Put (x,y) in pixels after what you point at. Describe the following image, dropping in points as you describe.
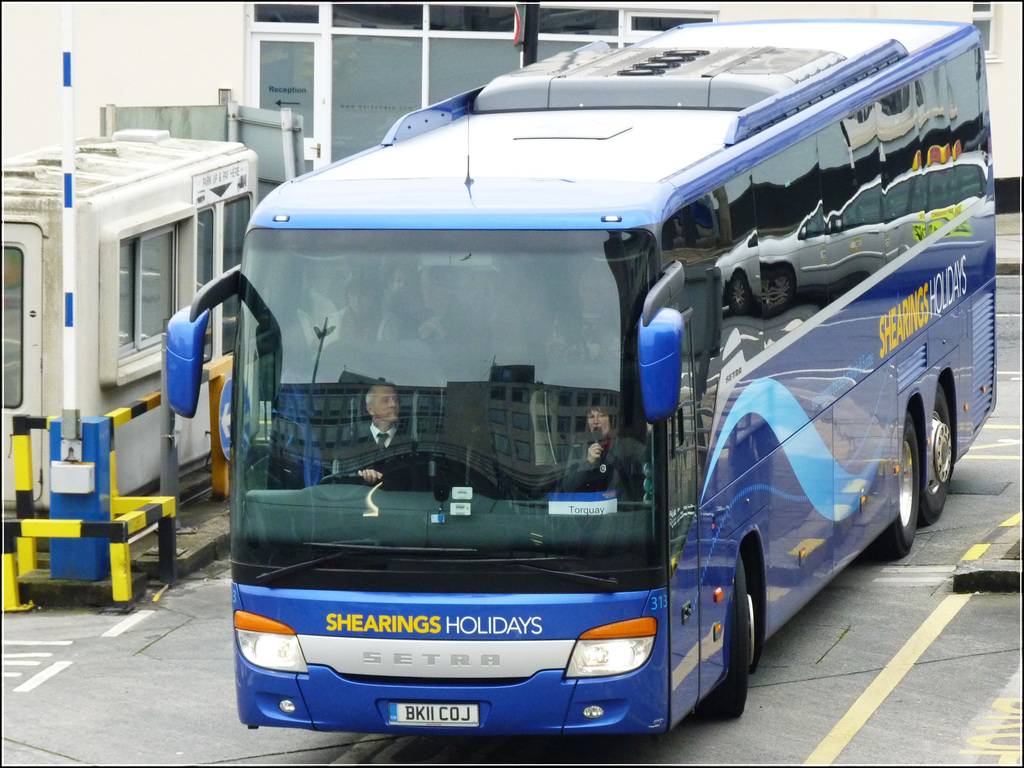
In this image in the middle (608,399) there is a bus (575,396), inside that there are a man (392,453) and a woman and some people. At the bottom (828,715) there is road (866,664). In the background (177,246) there are windows (363,65), glasses (543,54), poles (526,54), wall (186,46), sign board (227,418).
